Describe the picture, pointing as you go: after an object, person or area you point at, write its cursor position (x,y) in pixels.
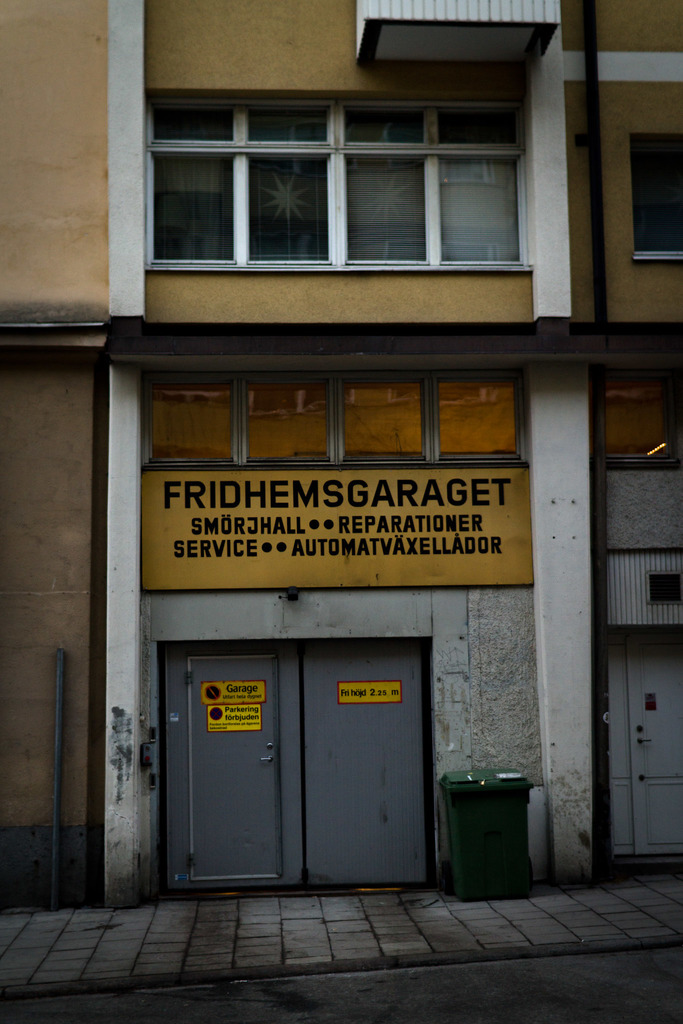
In this picture we can see a building (342,600), in front of the building (416,741) we can find a dustbin (459,803), in the middle of the image (333,545) we can see a hoarding (281,519) and we can find some text (241,527) on it.
